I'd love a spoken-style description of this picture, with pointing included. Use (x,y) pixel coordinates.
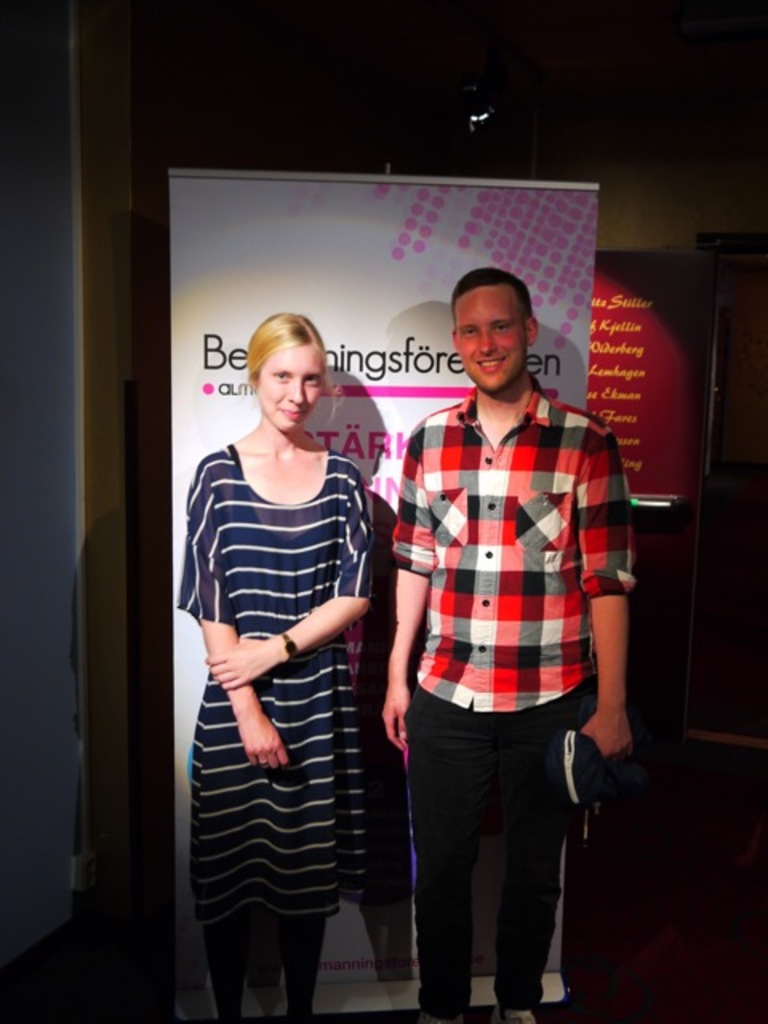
In this picture there is a man (518,580) wearing red and black check shirt (566,588), standing and smiling. Beside there a woman (325,680) wearing blue color top (299,576), standing and giving a pose into the camera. Behind there is a white and pink color roller banner (319,285).
